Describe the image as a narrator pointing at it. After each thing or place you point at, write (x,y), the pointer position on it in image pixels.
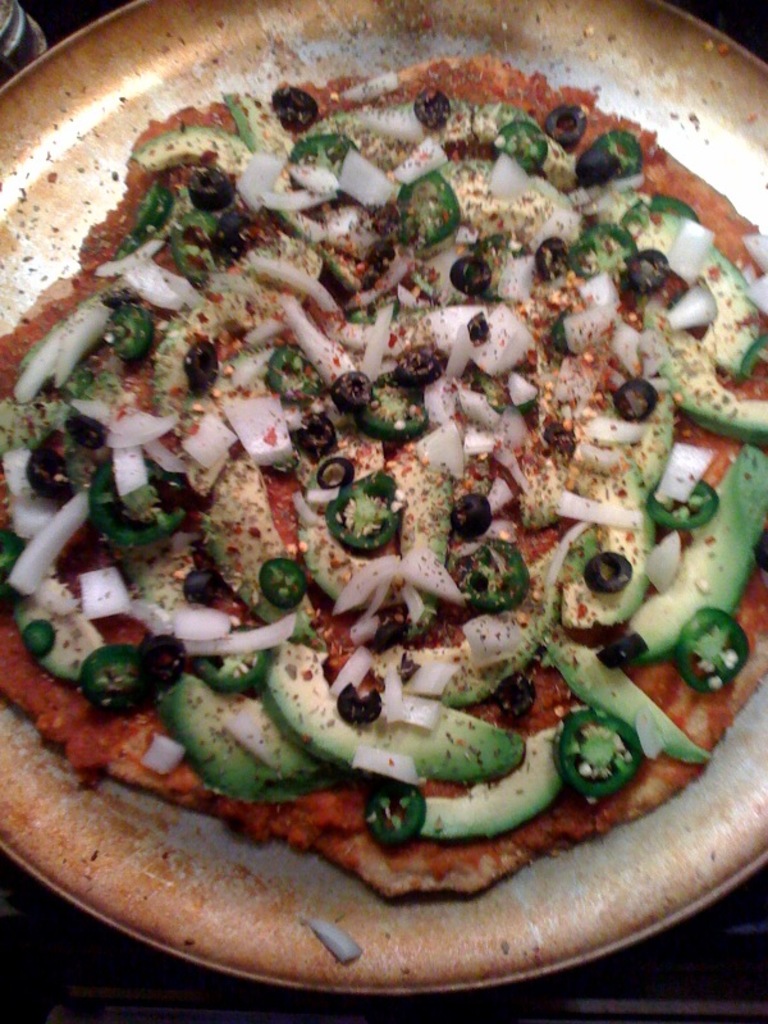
In this image I can see pizza (701,383) which is in cream, red, green and black color on some surface (199,60).
